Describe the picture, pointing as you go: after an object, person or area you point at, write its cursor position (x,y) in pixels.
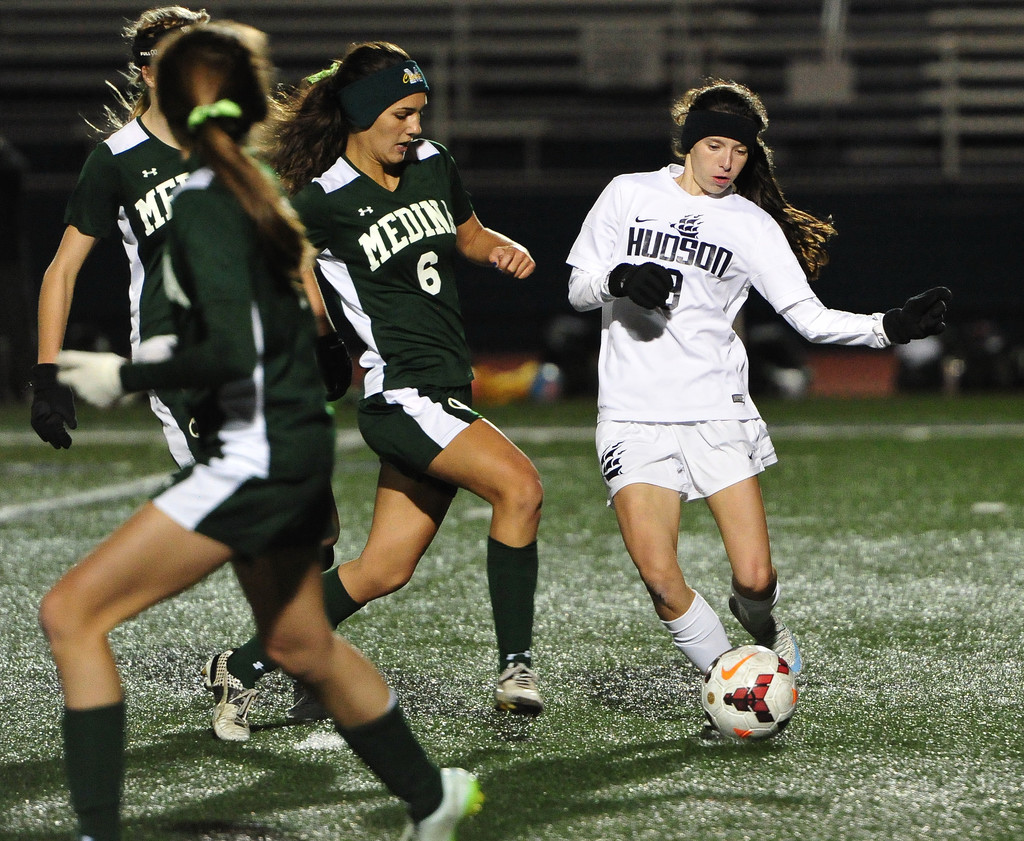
Here we can see four persons (397,175) are playing football. And this is grass (930,570).
